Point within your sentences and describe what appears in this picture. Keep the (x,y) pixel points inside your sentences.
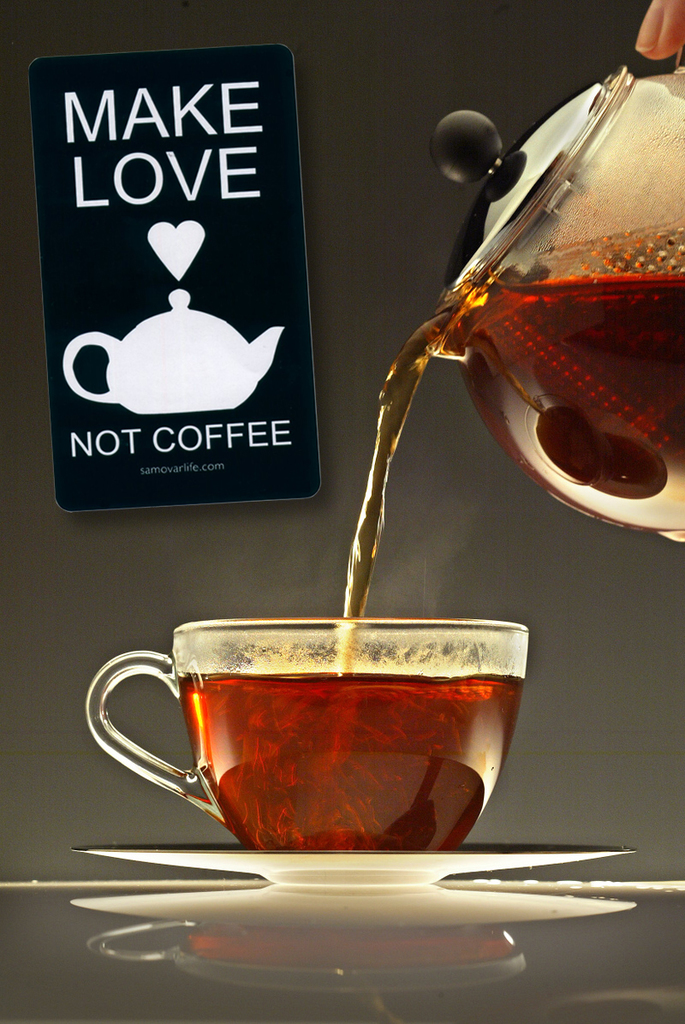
In the image in the center (413,662), we can see one tea cup (236,755), teapot (574,254) and tea (358,699). In the background (301,386) there is a wall (311,211) and a banner (161,347).
